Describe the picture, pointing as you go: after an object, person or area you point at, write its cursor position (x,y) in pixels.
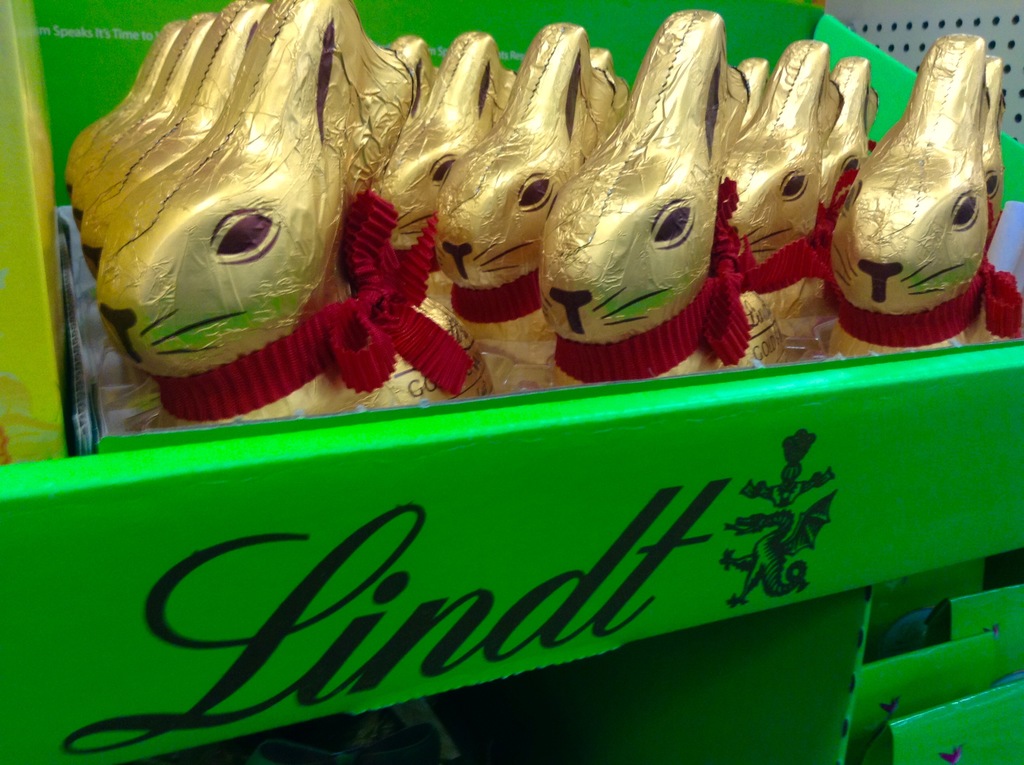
In this image inside a green box (498,427) there are many chocolate bunnies (622,245).
